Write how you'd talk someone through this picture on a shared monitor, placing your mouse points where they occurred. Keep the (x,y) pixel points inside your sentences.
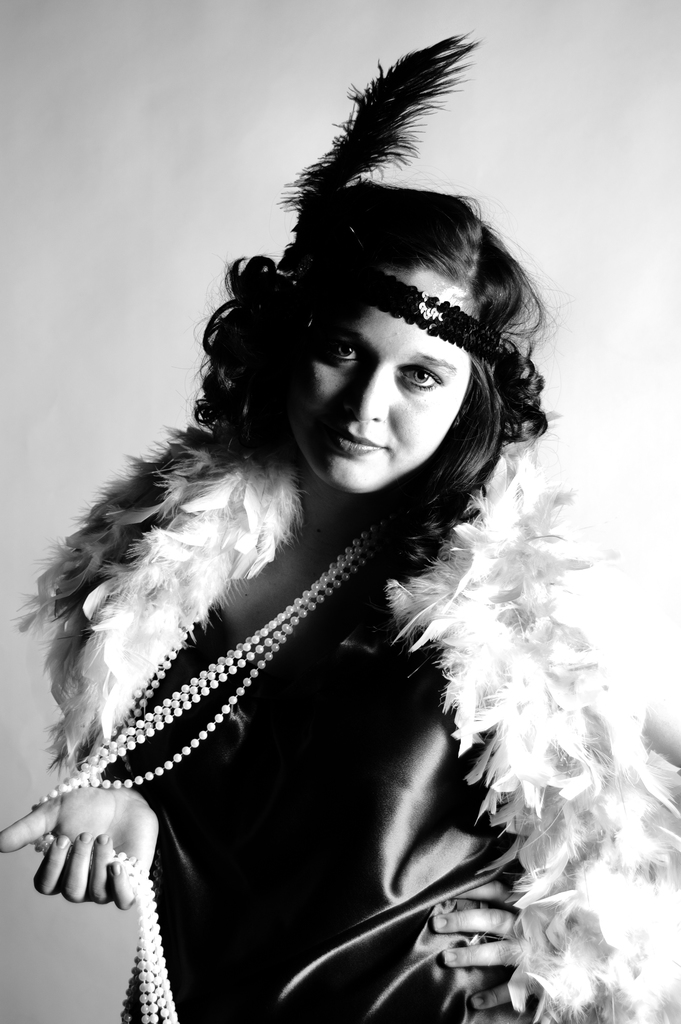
In this picture there is a girl (463,388) in the center of the image (394,444), she is wearing a costume (498,683).
